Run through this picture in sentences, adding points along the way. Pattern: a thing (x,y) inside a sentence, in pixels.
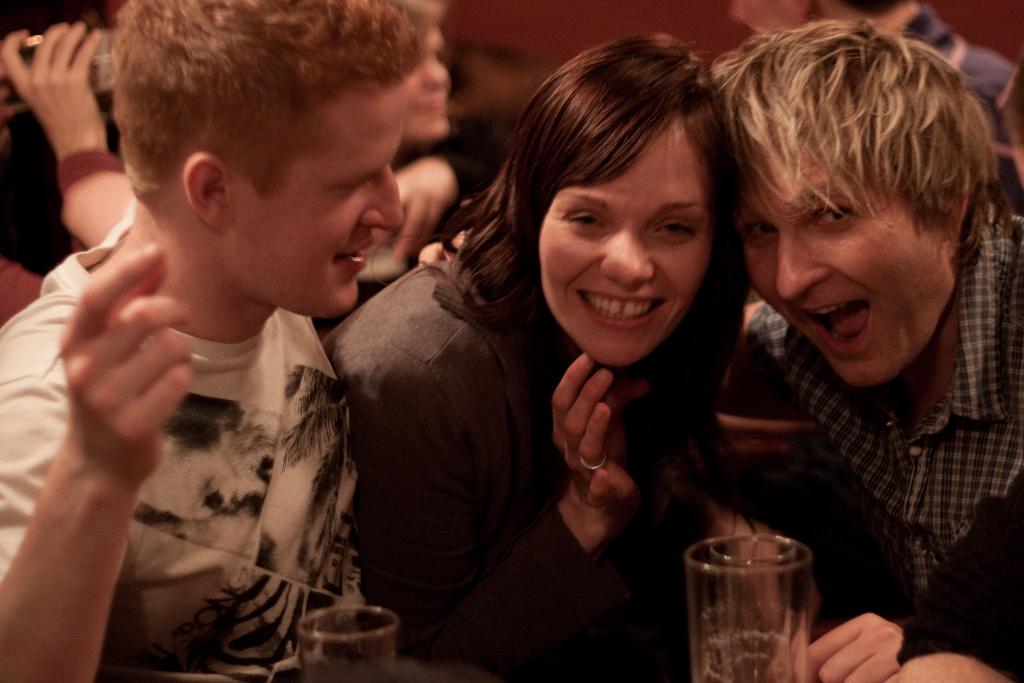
This picture shows few men (890,142) and a woman (519,419) and we see smile (582,291) on their faces (583,317) and we see couple of glasses (343,641).
